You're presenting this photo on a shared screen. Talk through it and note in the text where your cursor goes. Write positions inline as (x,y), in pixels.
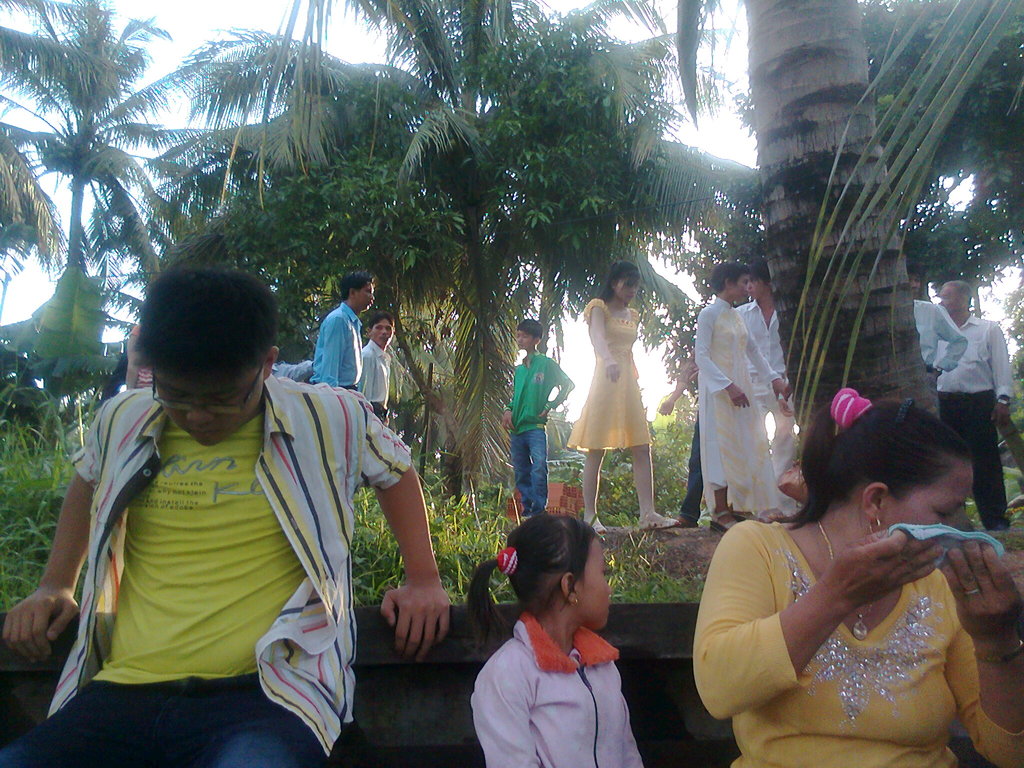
This is an outside view. At the bottom (181,535) a woman (797,596), a girl (565,603) and a boy (221,671) are sitting. At the back of these people (777,635) there is a wall (656,700). In the background (733,421) few people (794,440) are walking on the ground (668,533) towards the right side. On the left side (25,506), I can see the grass (39,488). In the background (453,172) there are many trees (245,155). At the top of the image (214,24) I can see the sky (202,16).
